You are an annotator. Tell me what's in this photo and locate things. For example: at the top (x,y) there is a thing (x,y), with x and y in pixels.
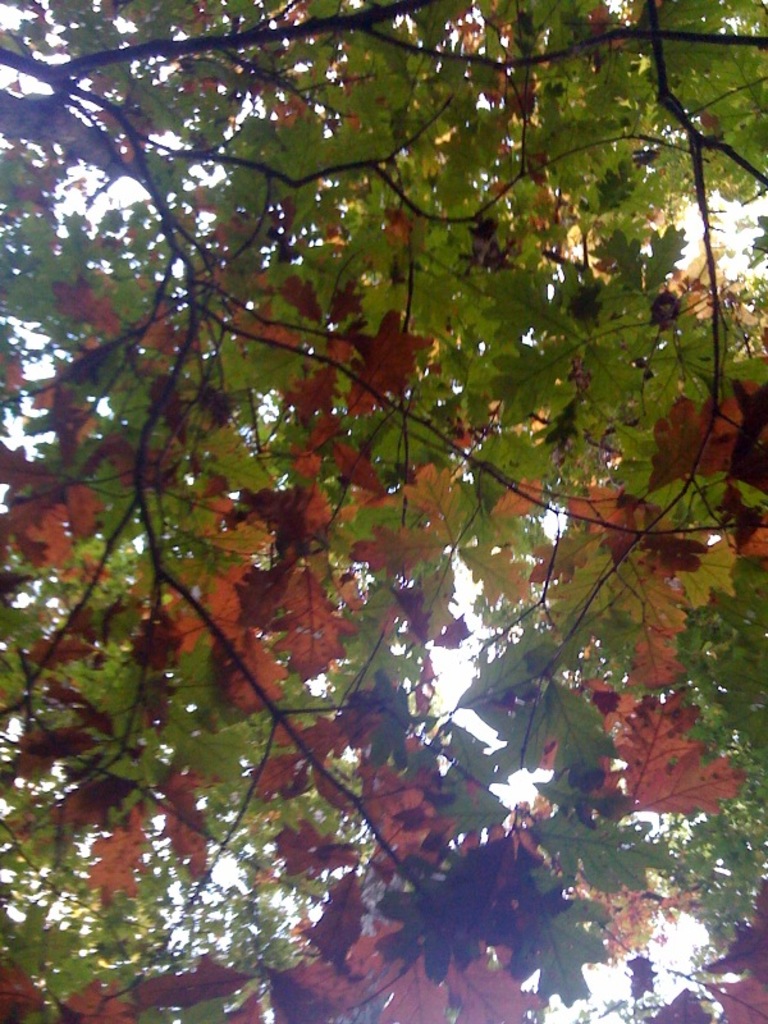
In this image there are trees (367,471) with red and green color leaves (387,383) and sky (470,671).
